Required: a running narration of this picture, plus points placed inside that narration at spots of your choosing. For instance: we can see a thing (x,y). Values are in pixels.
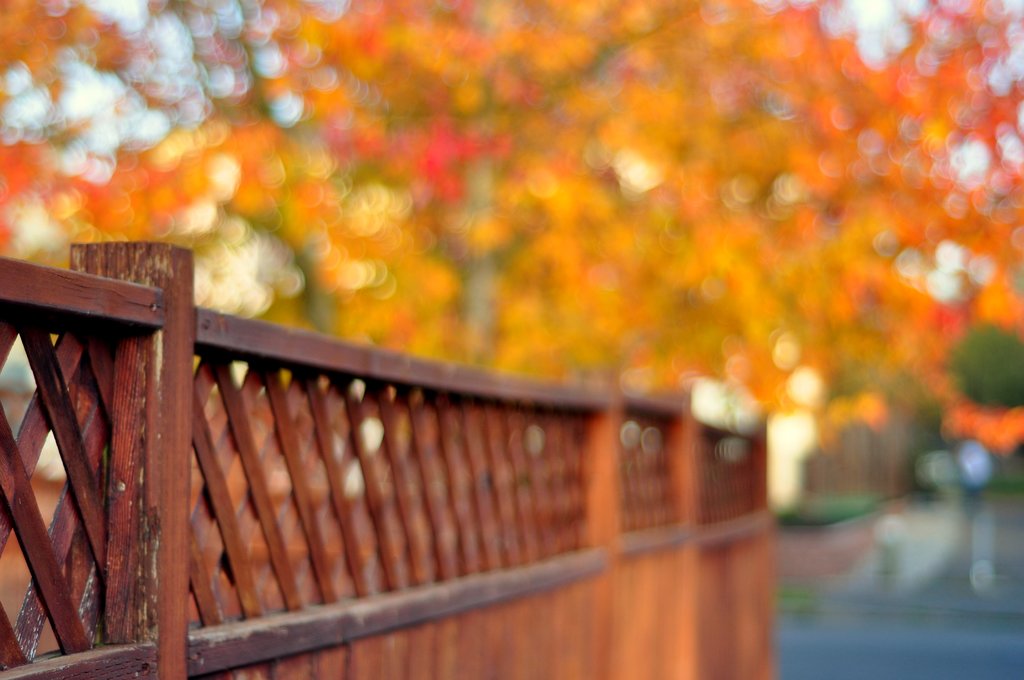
In this picture I can see wooden fence (619,603), and there is blur background (937,515).
